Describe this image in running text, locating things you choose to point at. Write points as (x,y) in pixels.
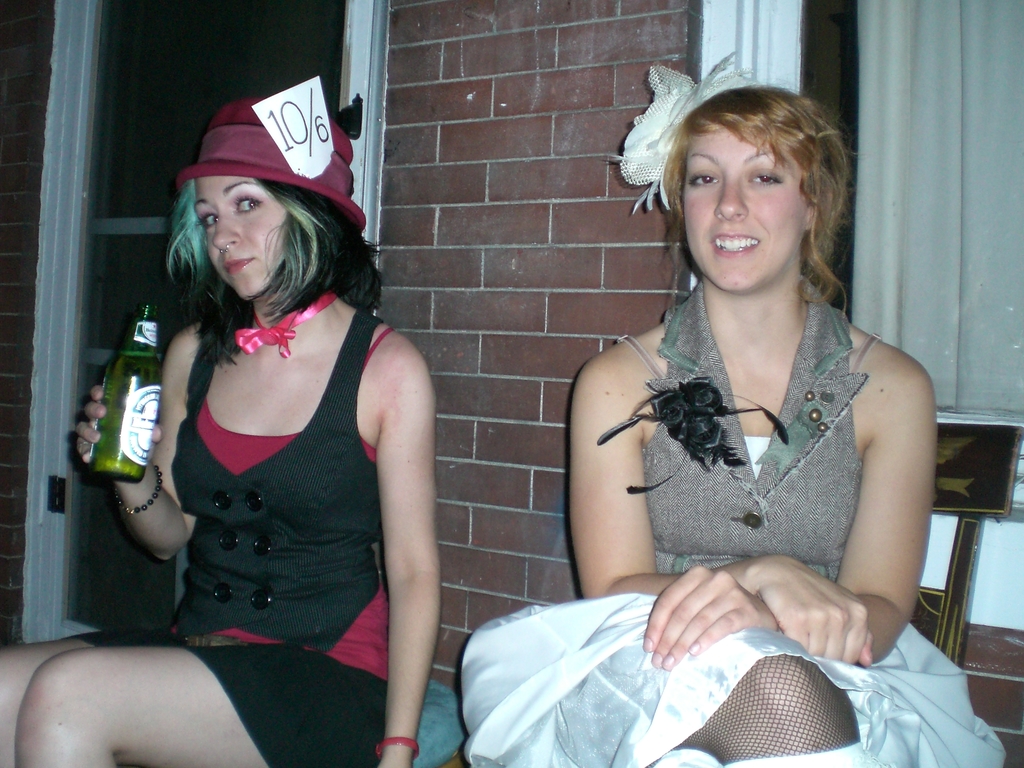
There are two women (750,608) sitting on the chair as we can see at the bottom of this image (709,613). The woman (237,368) sitting on the left side (178,493) is holding a bottle (118,386). There is a wall (544,190) in the background (529,210). We can see a window (842,130) and a curtain (921,228) is on the right side of this image (941,242) and a glass door (151,185) is on the left side of this image (108,209).
